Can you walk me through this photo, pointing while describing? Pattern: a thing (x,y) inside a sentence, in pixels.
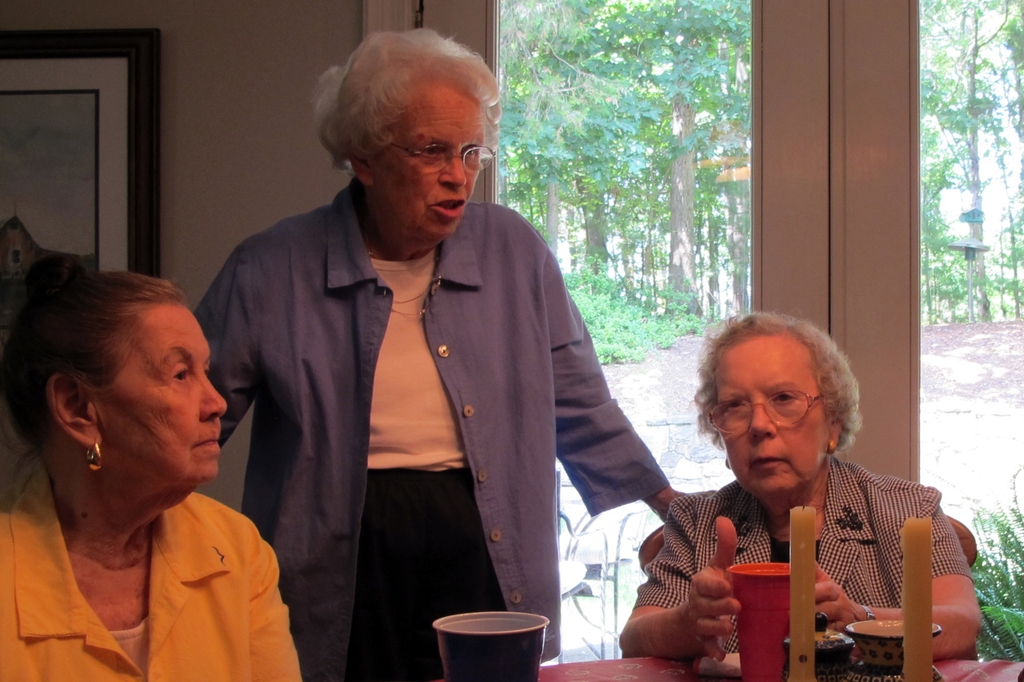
In this image we can see few a people (692,638) and some objects (802,644) on the table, behind we can see the painting (95,146) on the wall (290,75), after that we can see the glass window (995,441), trees (573,118), chairs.
